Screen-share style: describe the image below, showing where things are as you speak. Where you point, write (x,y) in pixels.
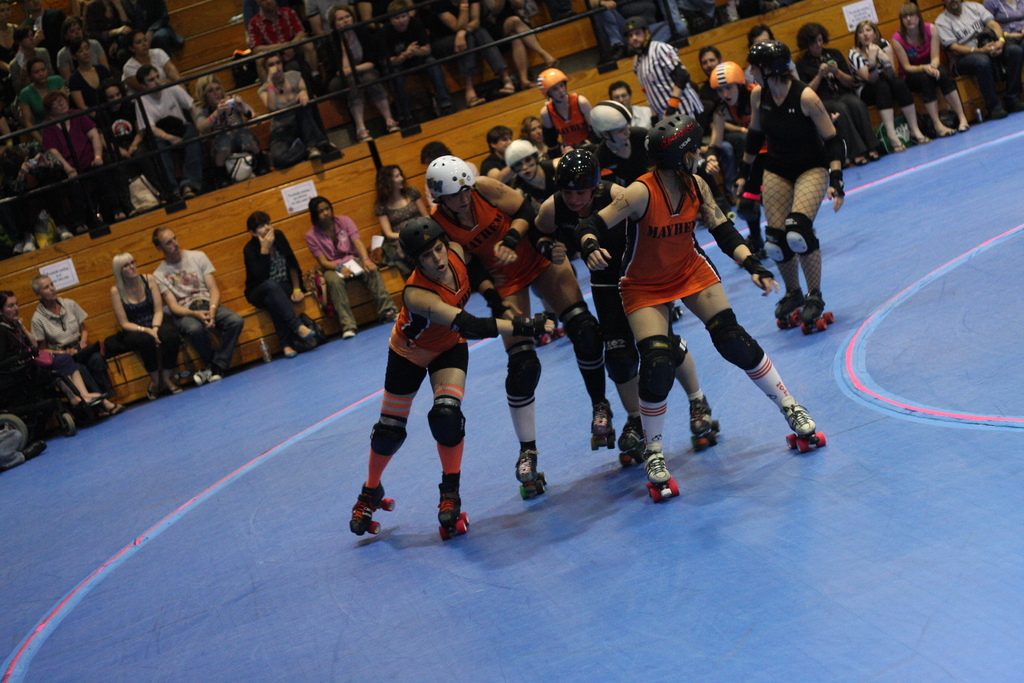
This picture is taken inside the playground (796,496). In this image, we can see a group of people (437,314) are riding on the roller skates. In the background (42,40), we can see a group of people (95,48) sitting on the bench (360,308), at the bottom (985,547), we can see blue color.
